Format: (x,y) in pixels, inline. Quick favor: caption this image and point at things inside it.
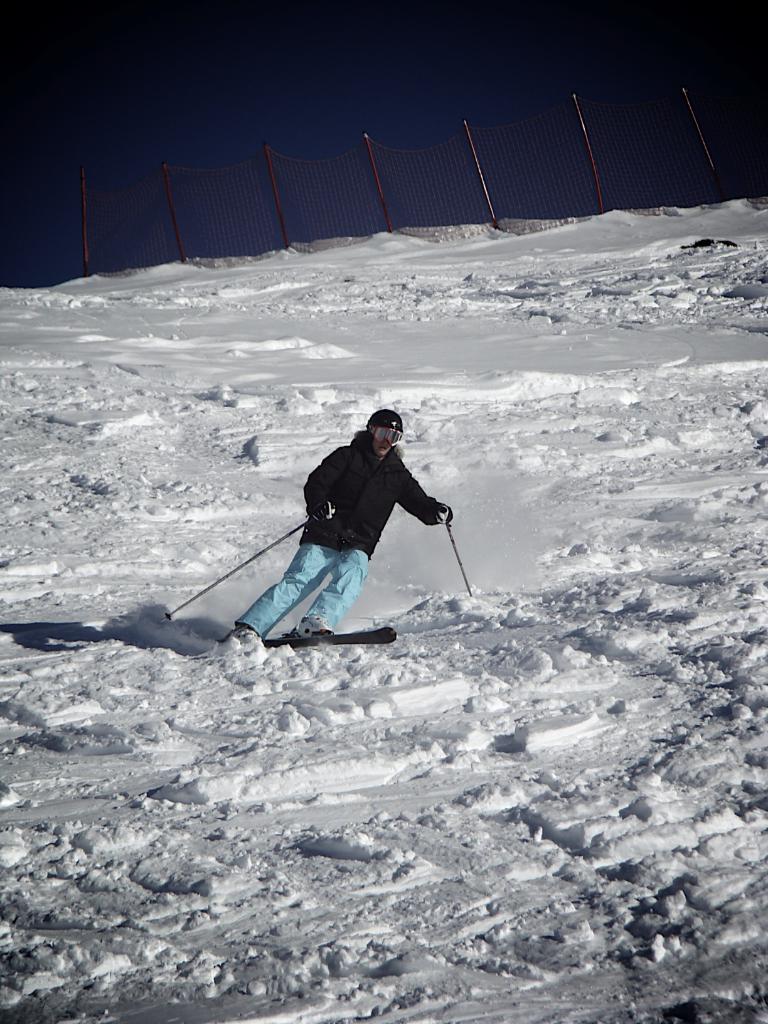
In the image I can see a person (359,563) who is wearing the helmet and holding the sticks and skiing on the snow floor (323,796).
